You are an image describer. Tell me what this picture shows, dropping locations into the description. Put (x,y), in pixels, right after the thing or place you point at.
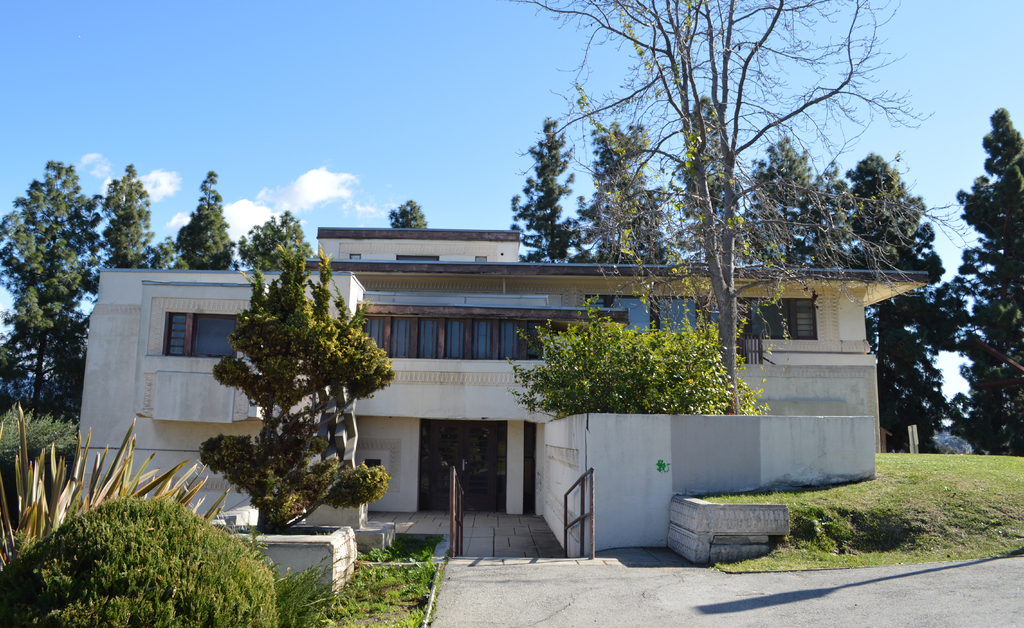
In the image we can see the house (443,386) and trees (738,248). Here we can see grass (856,486), plants (214,554), road (829,600) and the sky (319,126).
